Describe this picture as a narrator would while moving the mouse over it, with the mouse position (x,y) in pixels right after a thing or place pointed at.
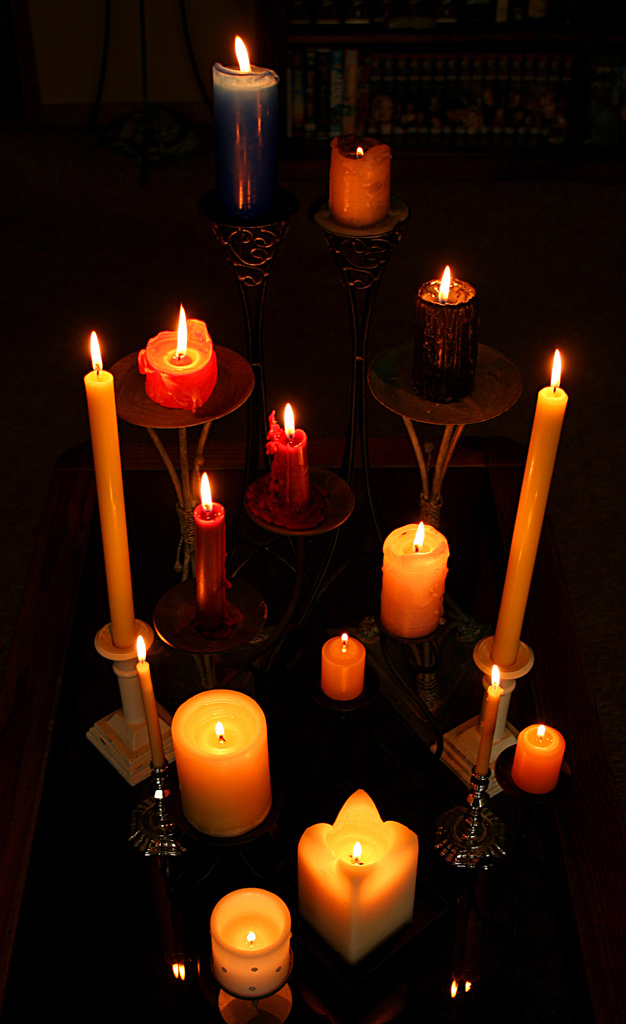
In the foreground of this picture (295,562), there are few candles (361,804) and some of them on candle holder (362,267) on the surface (331,591).
